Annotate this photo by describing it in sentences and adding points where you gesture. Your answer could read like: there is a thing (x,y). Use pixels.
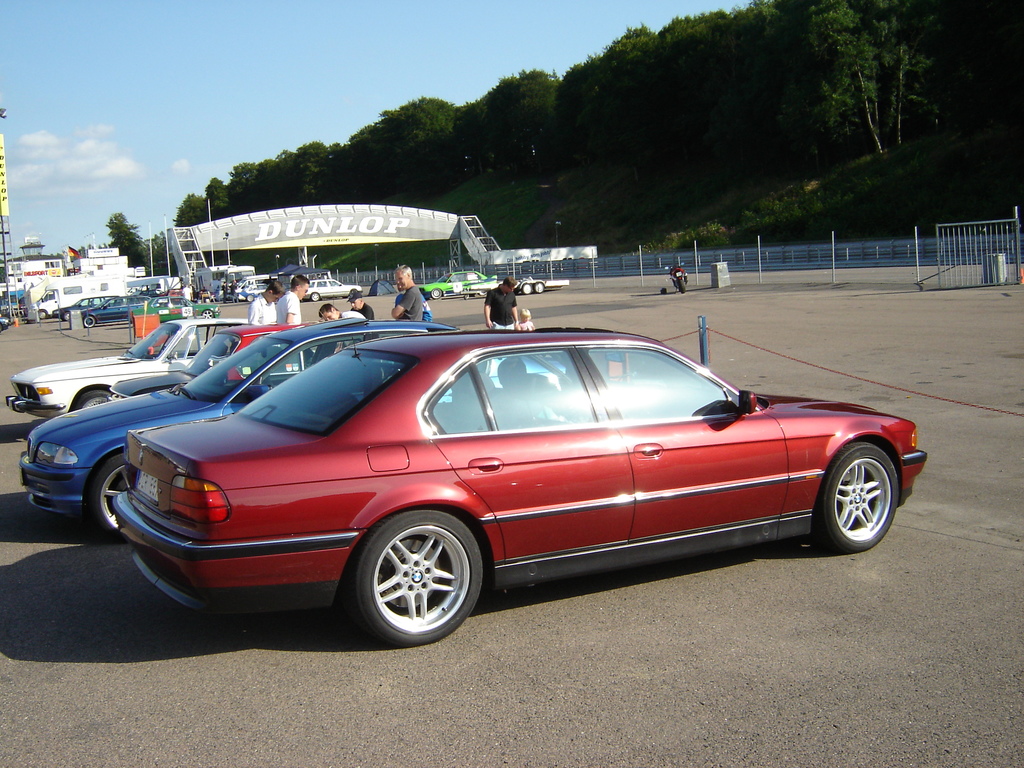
In this image we can see cars (312,331). There are people (493,291) standing. In the background of the image (256,205) there are trees (307,166), sky (348,70). At the bottom of the image (674,652) there is road (297,645). There is a banner (329,235) with some text (346,232).
